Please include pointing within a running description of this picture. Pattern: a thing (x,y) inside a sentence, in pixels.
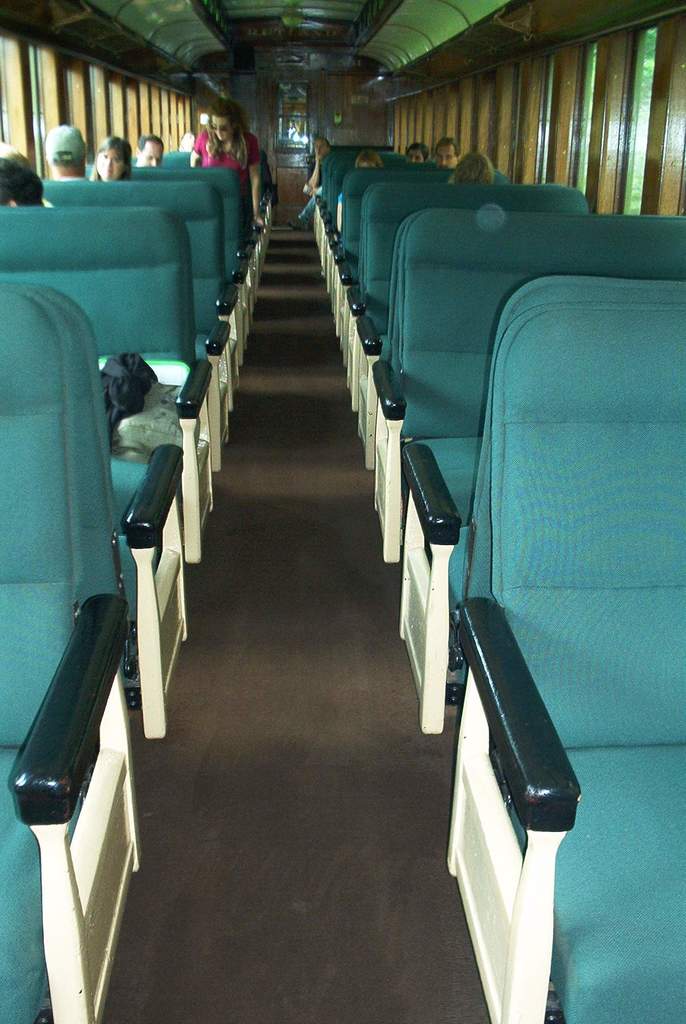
It is the image captured inside some vehicle (173,237), most of the seats (226,355) are empty in the front (204,267) and the last seats (86,195) were occupied and there is a wooden wall (242,98) in the background (309,90) and in between the wall (266,111) there is a glass (306,129).
